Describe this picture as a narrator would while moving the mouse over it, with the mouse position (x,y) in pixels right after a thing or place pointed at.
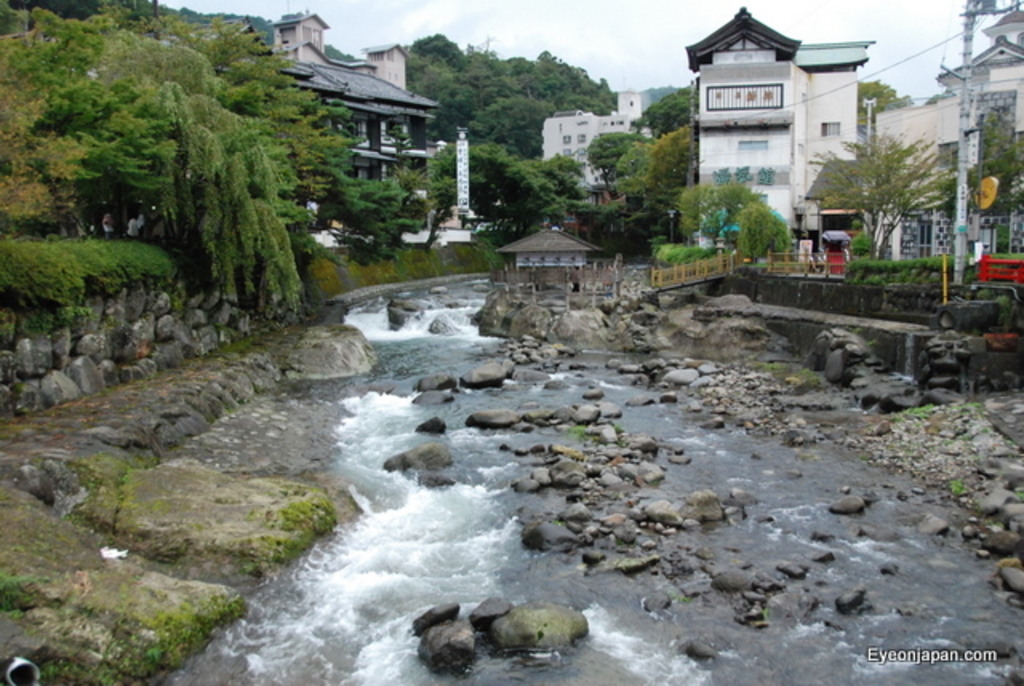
In this image there are buildings (577,116), trees (32,171), utility poles (958,170), railing (1018,274) and at the center of the image (575,373) there is a river (463,453) and there are some rocks (529,319). At the bottom right side of the image (913,662) there is some text (873,659) and in the background (606,57) there is the sky (877,61).
